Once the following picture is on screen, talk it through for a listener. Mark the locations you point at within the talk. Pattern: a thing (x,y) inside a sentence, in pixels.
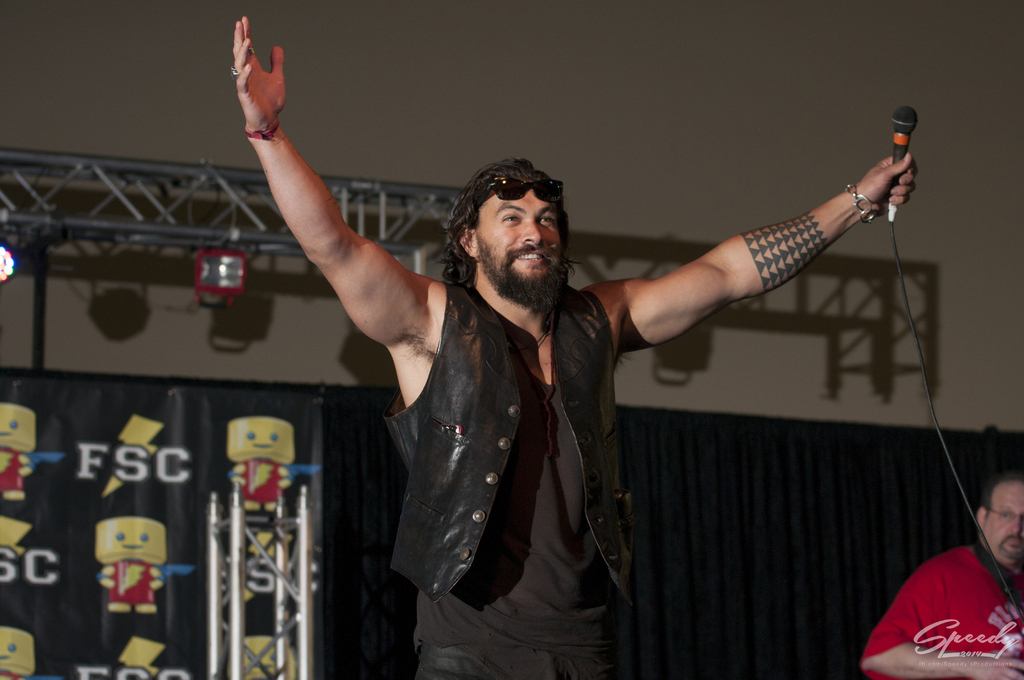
In this image I see a man (770,243) who is standing and holding a mic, I can also see that he is smiling. In the background (681,228) I see the wall (303,356), and equipment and this man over here.
